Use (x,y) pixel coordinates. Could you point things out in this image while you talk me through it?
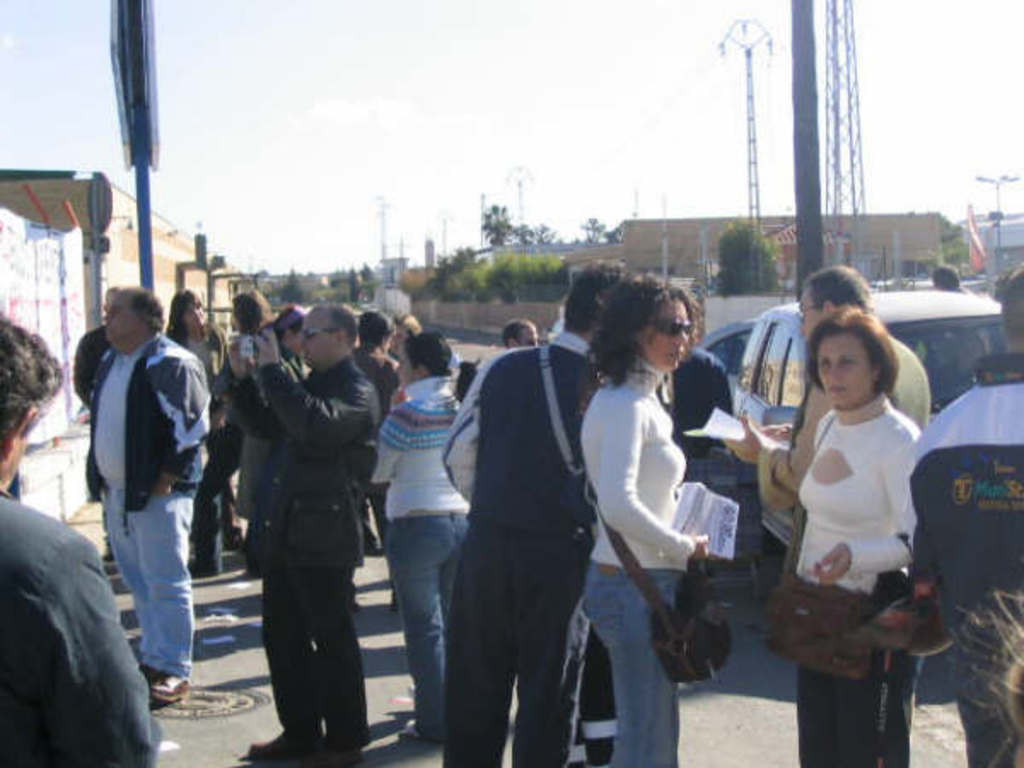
In this picture I can see a few people (414,459) standing on the road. I can see a person (298,515) holding the camera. I can see the vehicles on the right side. I can see the buildings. I can see the electric poles (803,144). I can see clouds (507,134) in the sky (527,128). I can see trees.
